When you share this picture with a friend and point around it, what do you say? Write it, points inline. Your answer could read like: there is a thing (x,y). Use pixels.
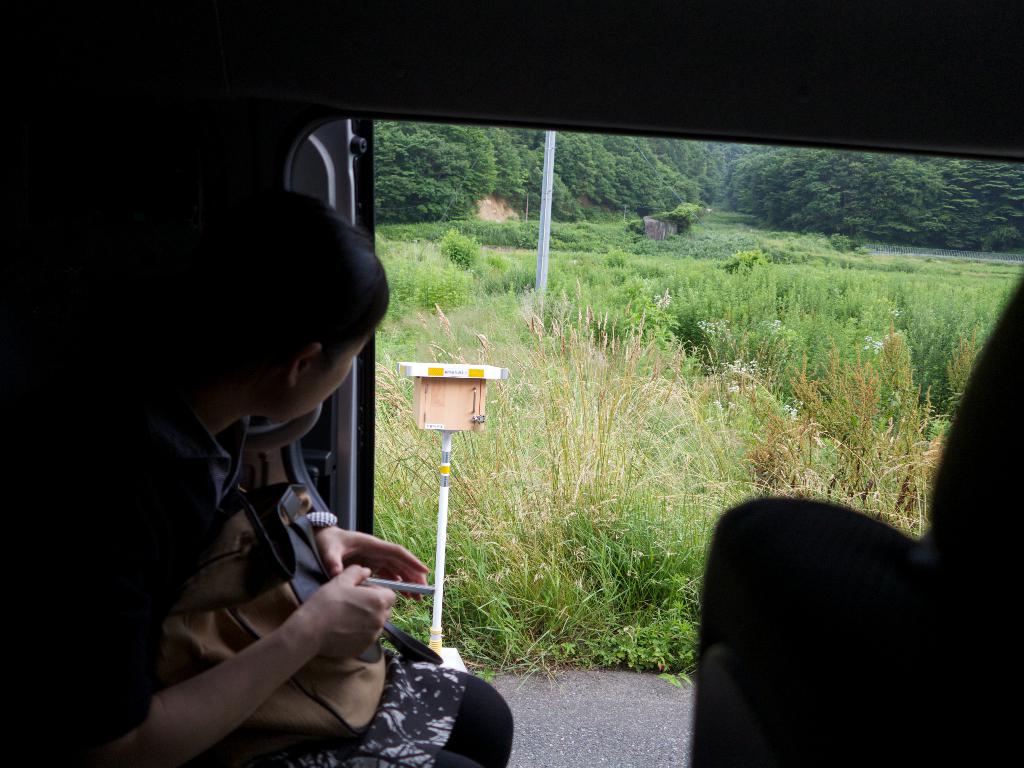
On the left side (174,412) there is a lady (153,429) sitting and holding a bag (248,538). In the back (474,386) there is a box (428,407) with a pole (438,533), plants (603,356) and trees (671,162).
